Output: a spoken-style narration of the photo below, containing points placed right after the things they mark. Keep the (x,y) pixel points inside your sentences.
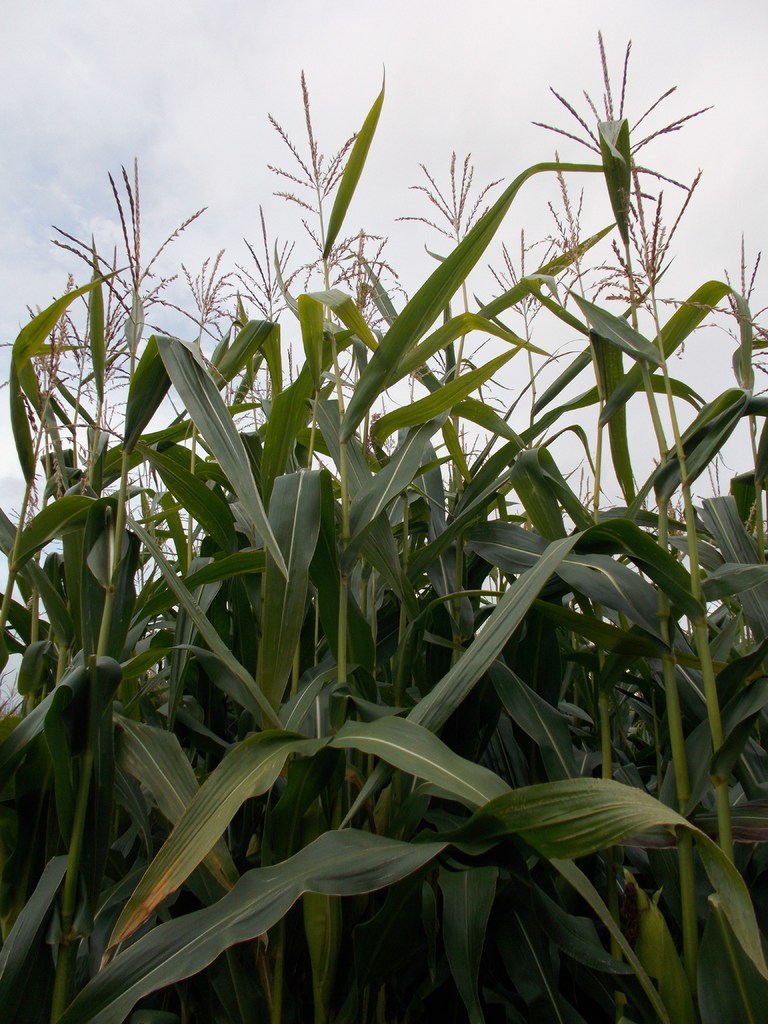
In this image we can see there are plants (256,528). In the background (253,215) we can see the sky (50,139).
